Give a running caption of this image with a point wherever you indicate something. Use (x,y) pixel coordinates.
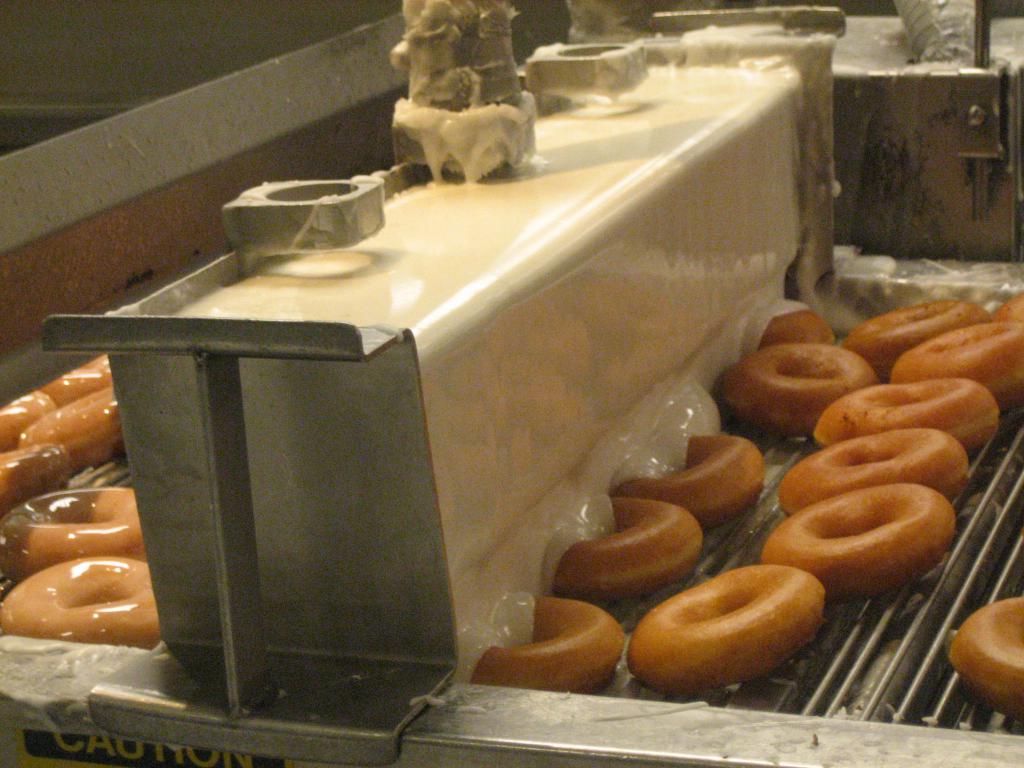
In this image we can see group of donuts (746,589) placed on a conveyor (865,602). In the background (77,204), we can see metal sheets (296,112).
